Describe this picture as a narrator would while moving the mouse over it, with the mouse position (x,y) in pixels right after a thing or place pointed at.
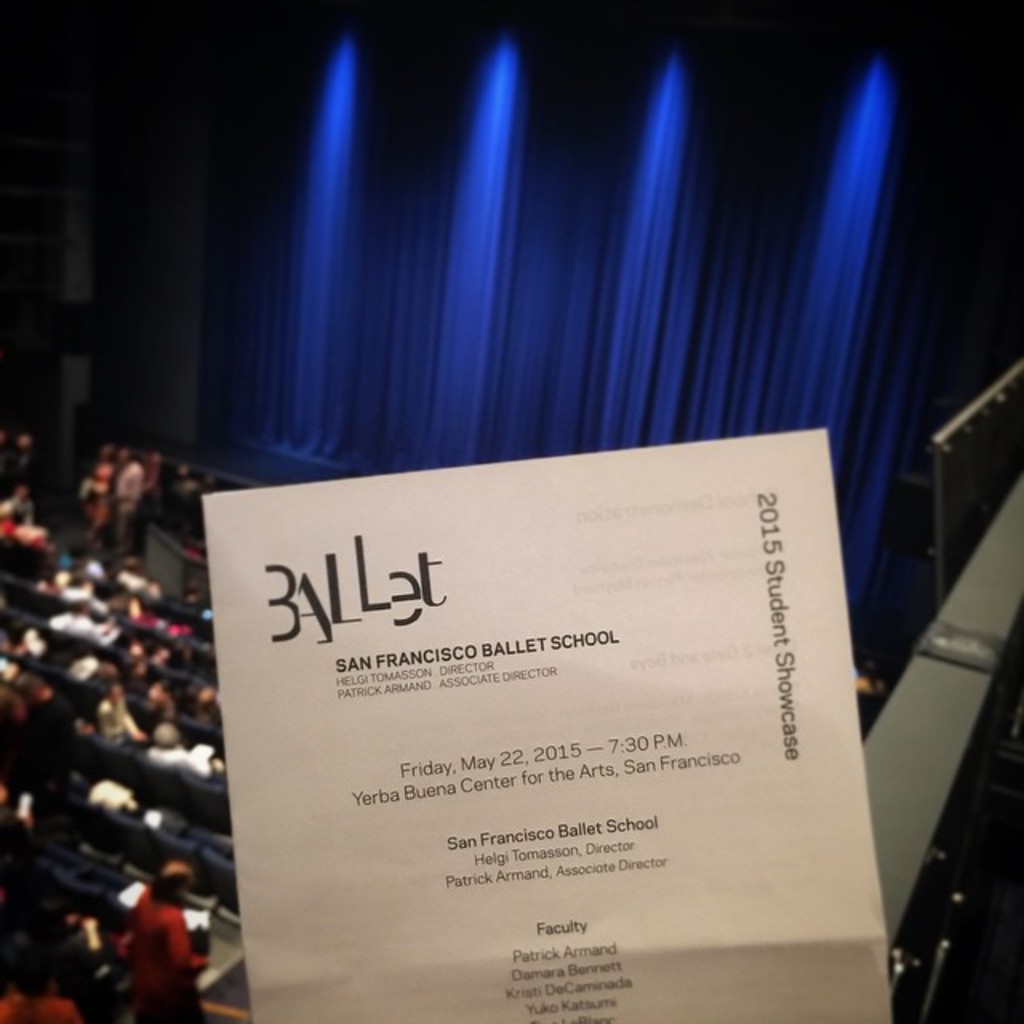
In the front of the image (511,784) there is a paper (518,800). Something is written on the paper (598,697). In the background of the image (898,654) there is a board (988,433), curtain (307,209), people (95,973), chairs (176,800) and objects (994,426). Among them few people (122,492) are standing.
